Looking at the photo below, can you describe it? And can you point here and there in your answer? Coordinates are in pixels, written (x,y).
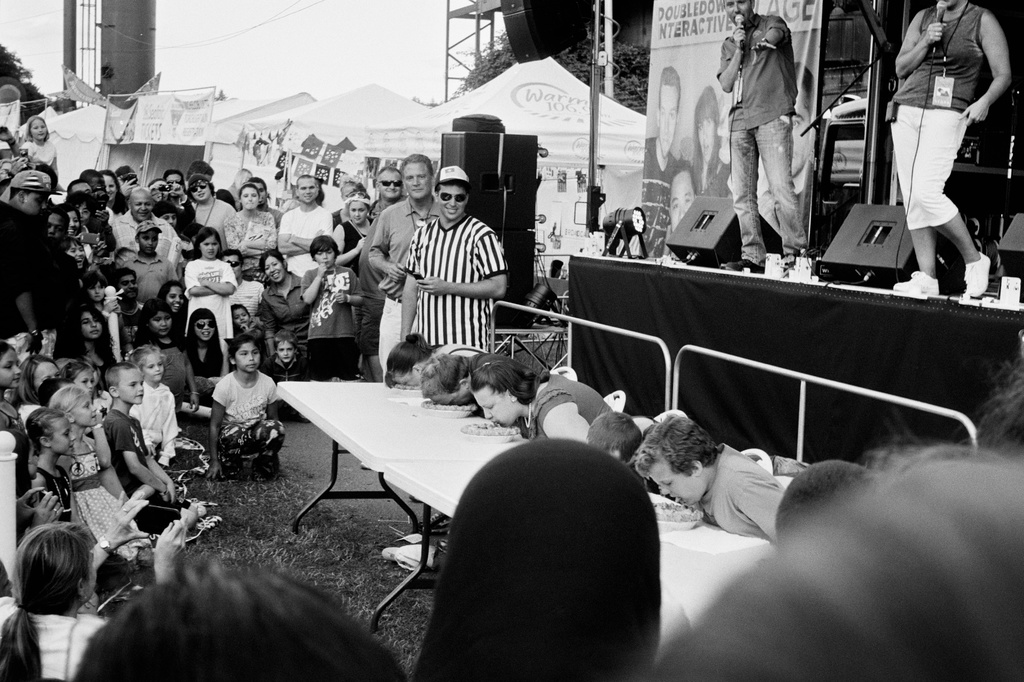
In the middle of the image (460,420) there is a table (427,436) on the table (375,395) there are some plates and there are few women (414,348) sitting on chairs (789,478). Top right side of the image (739,155) two persons (992,41) are standing and holding microphones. Behind them there is a banner (714,131). Top left side of the image (23,165) few people (150,312) are standing. Bottom left side of the image (76,592) few people (43,375) are sitting and watching. Top of the image (157,53) there is a sky (337,68) and there are some trees (11,50).
